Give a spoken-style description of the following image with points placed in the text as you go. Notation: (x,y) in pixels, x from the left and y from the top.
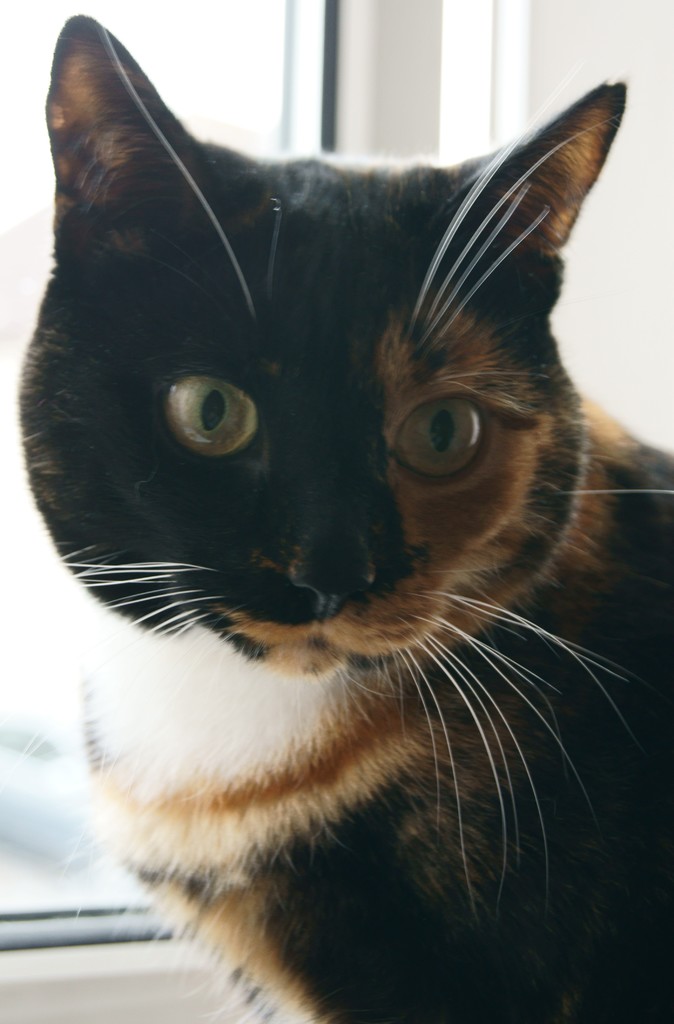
In the center of the image (253,529) a cat (383,419) is there. In the background of the image (21,858) we can see wall (672,379), window (228,66) are there.
